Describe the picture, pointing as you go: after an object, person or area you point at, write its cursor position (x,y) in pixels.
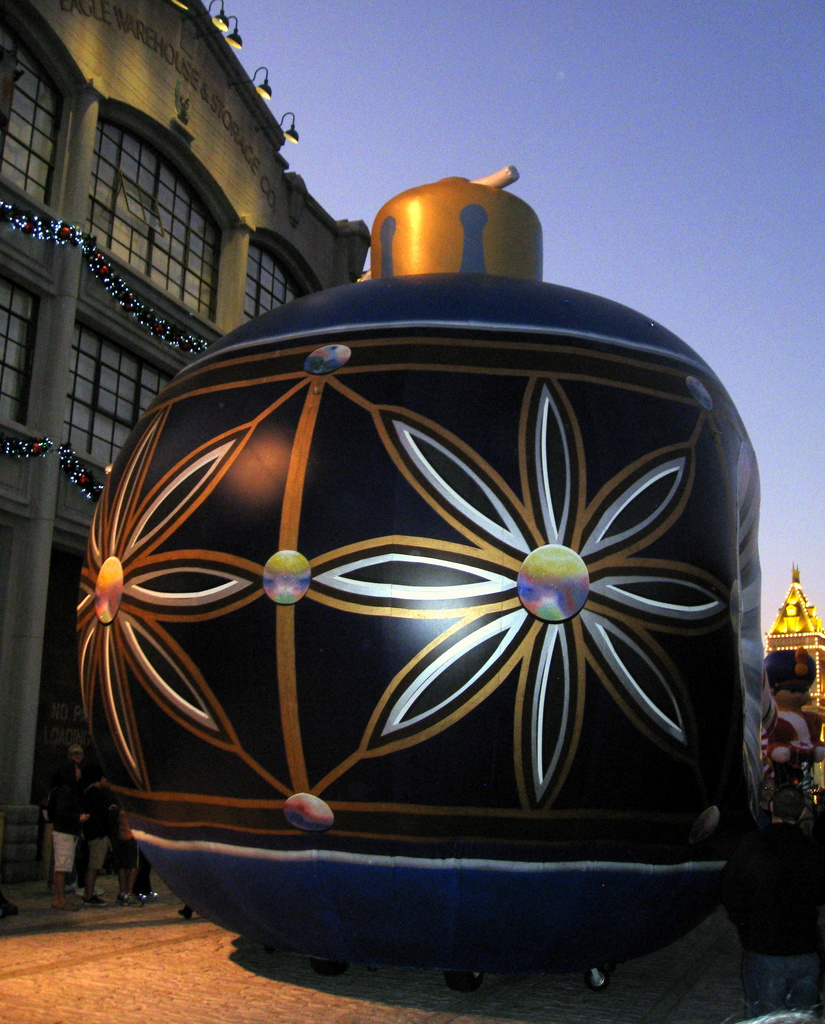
In this image I can see an object (205,715) which is in black color, background (786,551) I can see few persons (769,795) standing, few lights (772,628), a building (110,174) in cream color and the sky (618,98) is in blue color.
